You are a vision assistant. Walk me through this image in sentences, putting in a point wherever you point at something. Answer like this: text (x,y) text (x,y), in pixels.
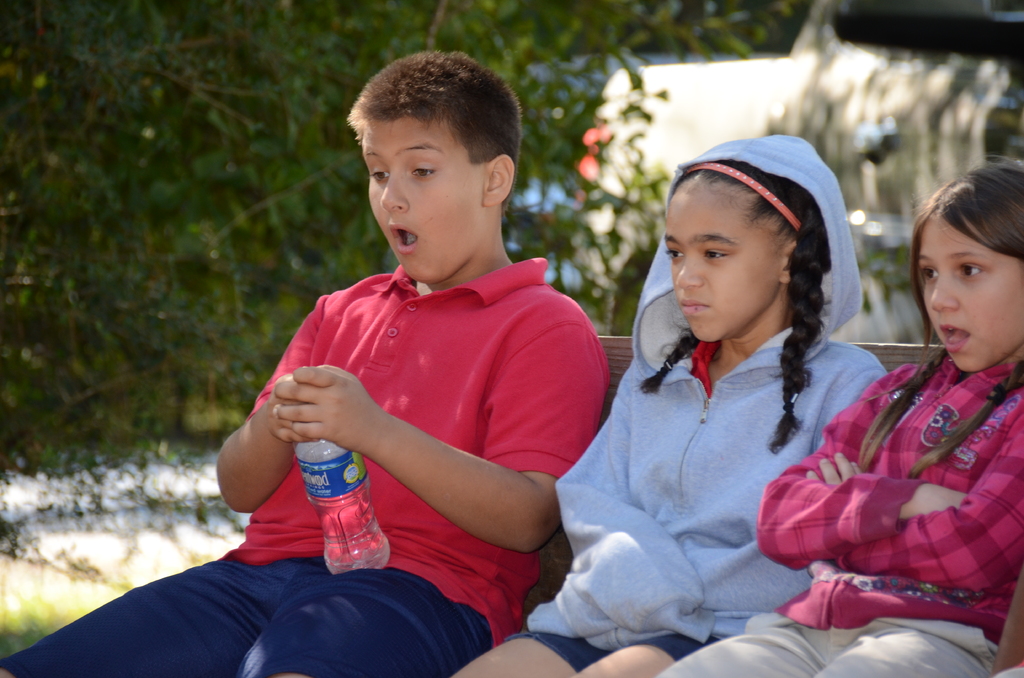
There are three children (419,361) sitting on a bench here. One of the guy (455,537) is holding a water bottle (321,468) in his hands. Two of them were girls (802,525). In the background (248,239), there are some trees (242,153) here.
